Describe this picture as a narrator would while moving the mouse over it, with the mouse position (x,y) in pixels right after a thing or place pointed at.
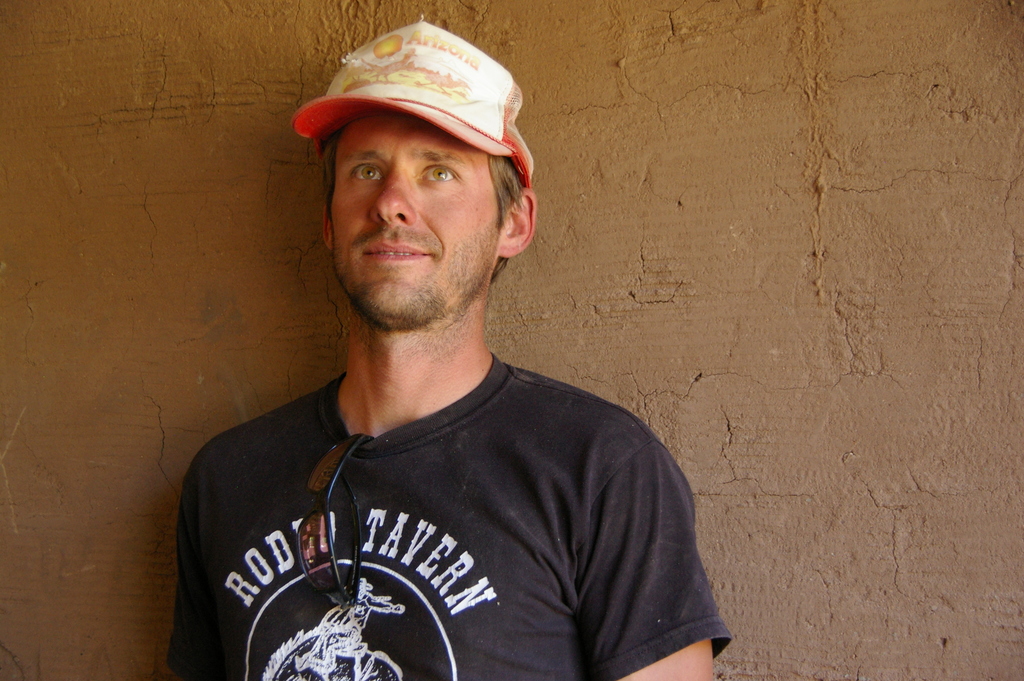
A man (394,493) is standing wearing cap (434,107), t shirt (417,540), goggles (328,542). This is wall (782,303).
